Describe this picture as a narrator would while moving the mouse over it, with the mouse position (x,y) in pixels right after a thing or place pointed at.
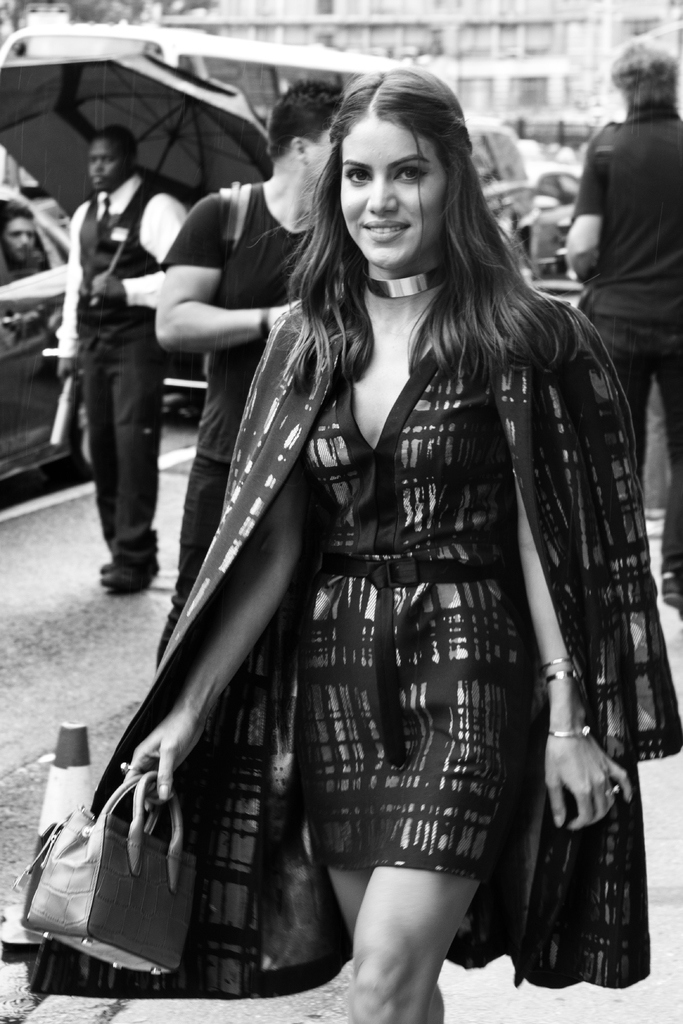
there is a woman (223,563) walking on a road (504,1007) holding a handbag (160,964) behind her there are so many men (130,472) walking.
